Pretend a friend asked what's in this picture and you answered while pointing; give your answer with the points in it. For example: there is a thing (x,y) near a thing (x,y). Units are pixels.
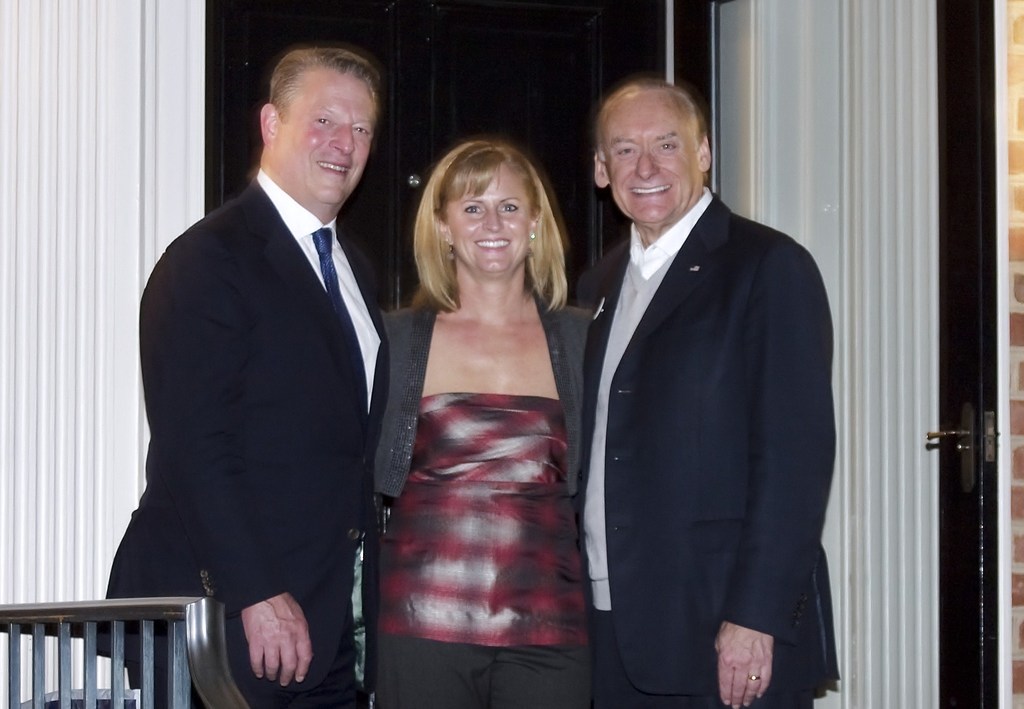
In the center of the image (511,446) we can see three persons (544,455) are standing and they are smiling, which we can see on their faces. And we can see they are in different costumes (658,480). At the bottom left side of the image (120,627), there is a fence (195,628). In the background (68,233) there is a wall (1018,458), doors (963,465) and a few other objects (988,429).
